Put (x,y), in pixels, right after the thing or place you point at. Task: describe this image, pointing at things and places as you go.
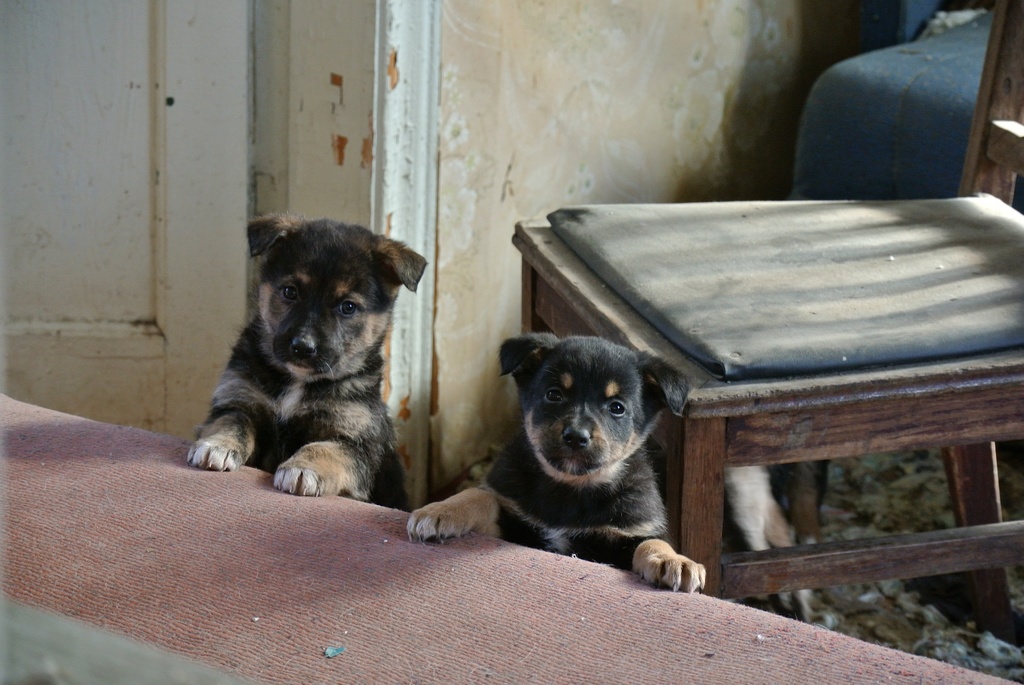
This image is taken indoors. In the background (502,146) there is a wall (579,97) with a door (150,201). On the right side of the image (802,280) there is an empty chair (799,324) on the floor (926,608). At the bottom of the image (348,647) there is a table (343,652) with a tablecloth (254,575) on it. In the middle of the image (535,441) there are two puppies (334,338) on the floor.
